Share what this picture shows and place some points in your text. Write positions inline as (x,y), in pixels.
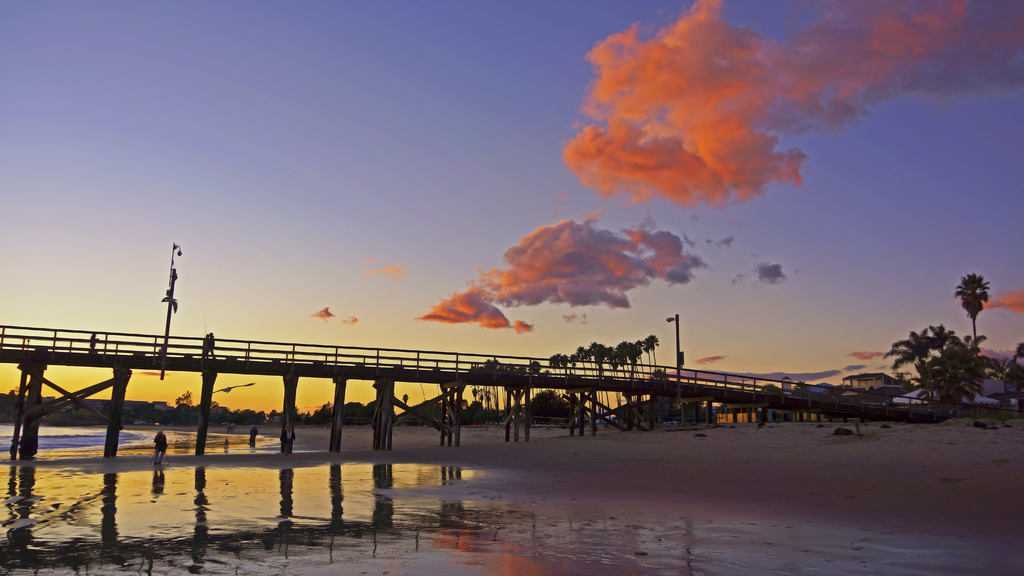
In this picture I can see the water (3,557) and the sand (521,486) in front (310,480) and in the center of this picture (527,380) I can see the bridge (767,392) and I see few people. In the background (472,422) I can see the trees (543,404), few poles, few buildings (981,394) and the sky (693,211) which is a bit cloudy.
